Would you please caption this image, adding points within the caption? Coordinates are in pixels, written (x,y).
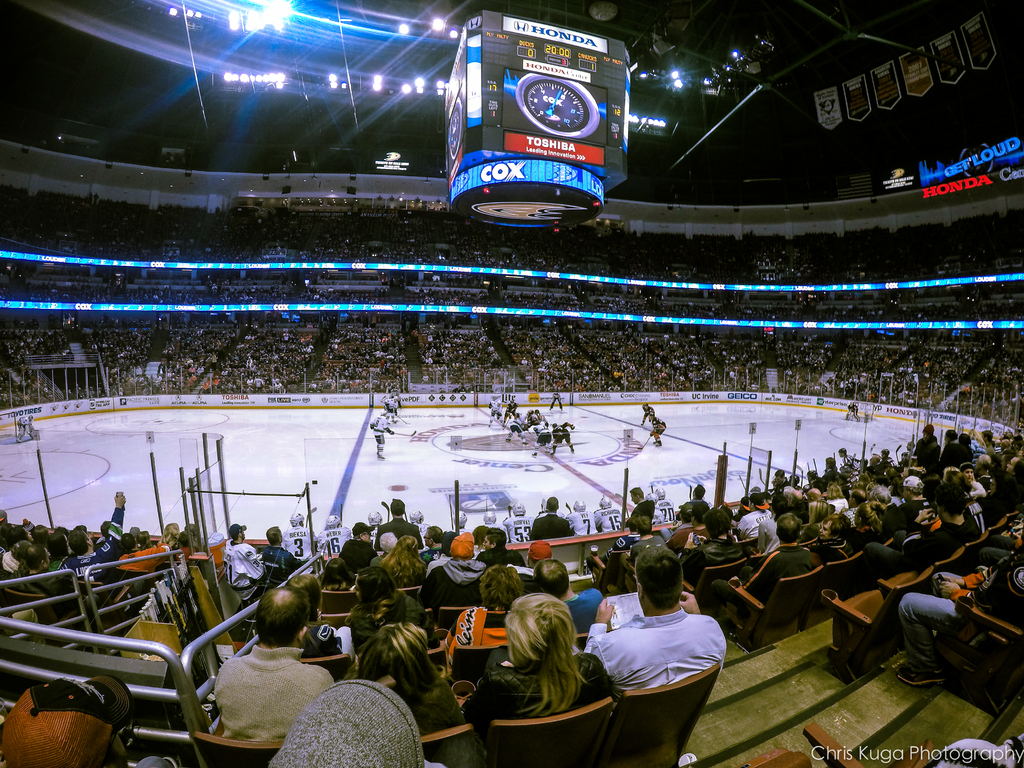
In the image we can see there are many people (560,680) sitting and wearing clothes (638,634). There are many chairs (472,681) and posters (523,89), here we can see the lights (341,80) and LED text (954,177). Here we can see ice surface (236,456) and there are people (523,425) wearing clothes (389,420) and ice skates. On the bottom right (878,758) we can see the watermark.
